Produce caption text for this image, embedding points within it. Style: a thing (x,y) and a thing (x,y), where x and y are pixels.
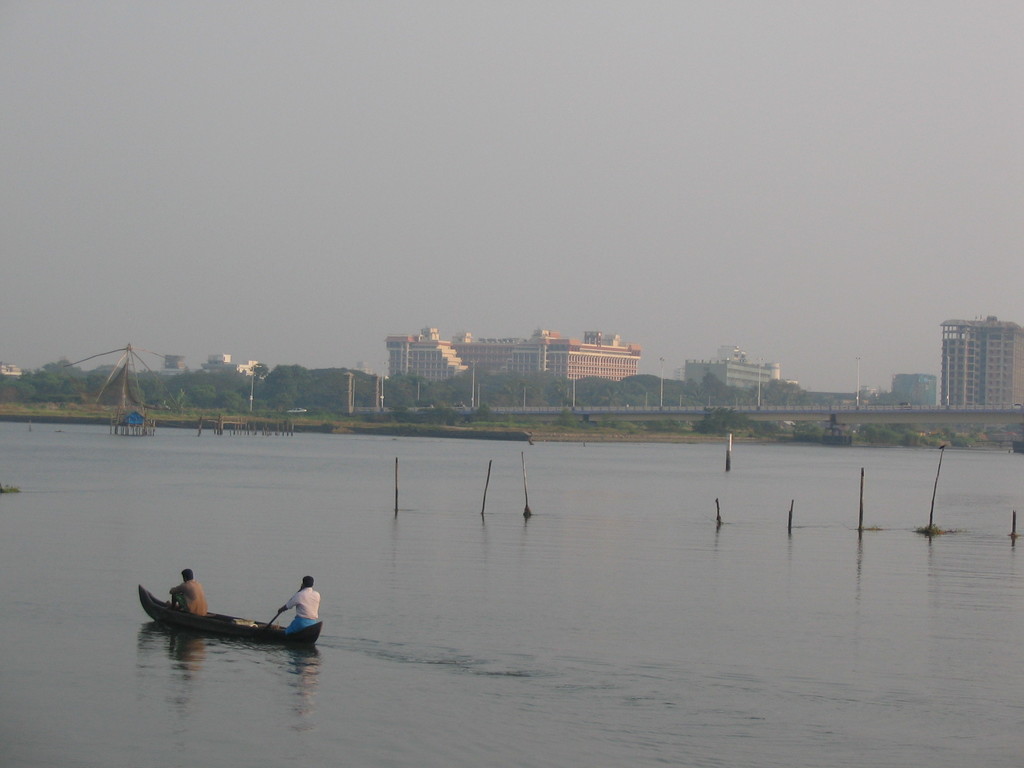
At the bottom (493,648), we see water (516,641) and this water (657,594) might be in the river (336,550). We see two men (312,617) are riding the boat (278,631). On the right side (936,482), we see the wooden poles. On the left side (145,421), we see an object (112,398) which looks like a ship (127,382). Beside that, we see the wooden poles (273,420). In the background (665,409), we see the trees (334,381), buildings (393,352), poles (857,389) and a bridge (593,409). At the top (382,125), we see the sky (520,128).
